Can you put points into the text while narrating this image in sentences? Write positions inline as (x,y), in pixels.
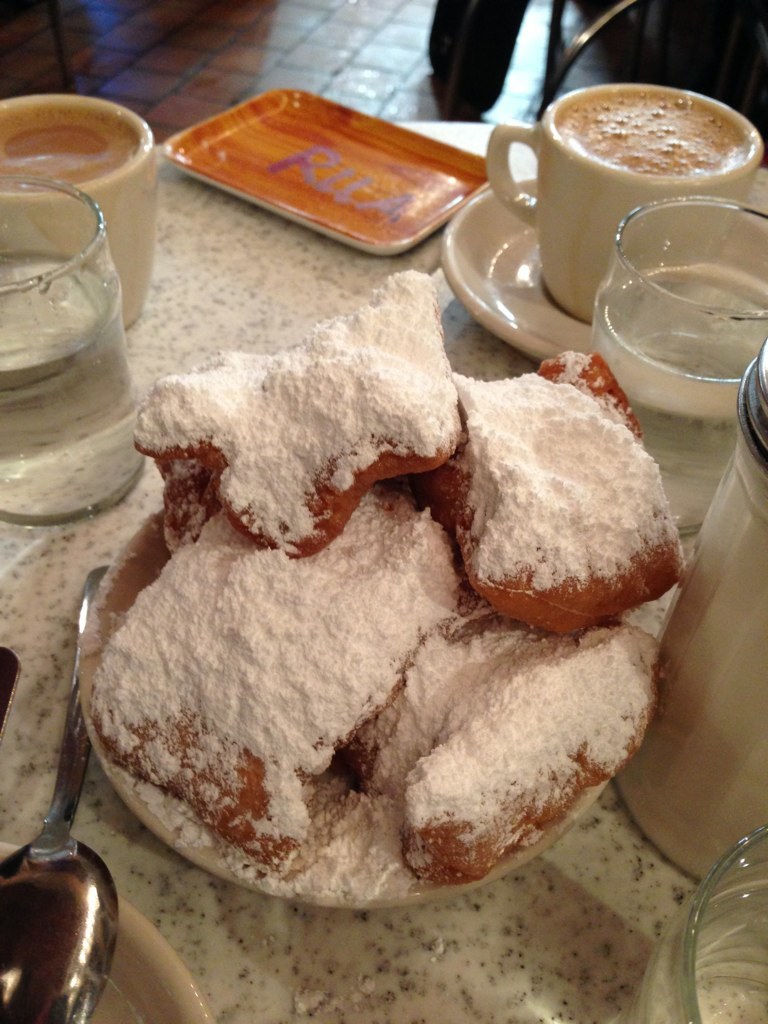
In this image we can see the table (371,982), on the table (165,239) there are plates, cups (586,228), saucer (484,257), bottle (720,714), spoon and some food items (369,496). At the back (454,87) the object (495,49) looks like a chair (607,22) on the floor (532,81).
